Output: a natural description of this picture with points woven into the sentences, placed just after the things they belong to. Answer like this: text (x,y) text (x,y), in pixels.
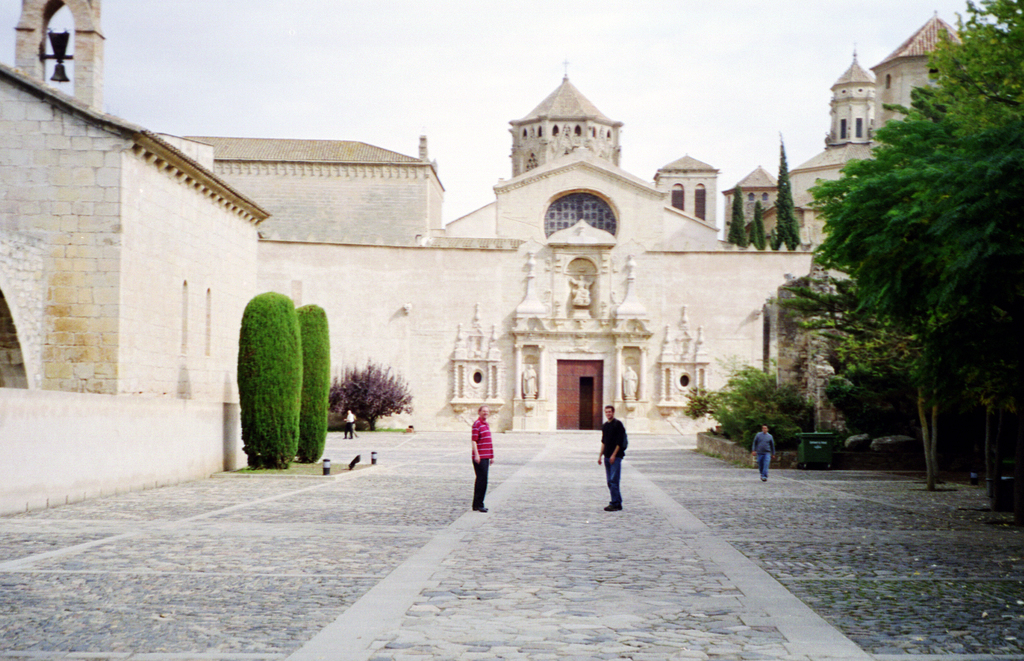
At the bottom of the picture (406,604), we see the pavement (514,560) and in the middle of the picture (479,436), we see two men (474,451) are standing. The man (769,455) on the right side (753,453) is walking. On the right side (934,325), we see the trees (881,381). On the left side (153,349), we see a building (93,366) in white color and beside that, there are hedging plants (245,389). Beside that, the man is standing. In the background (683,197), we see the buildings (683,197). At the top (612,92), we see the sky (614,84).
